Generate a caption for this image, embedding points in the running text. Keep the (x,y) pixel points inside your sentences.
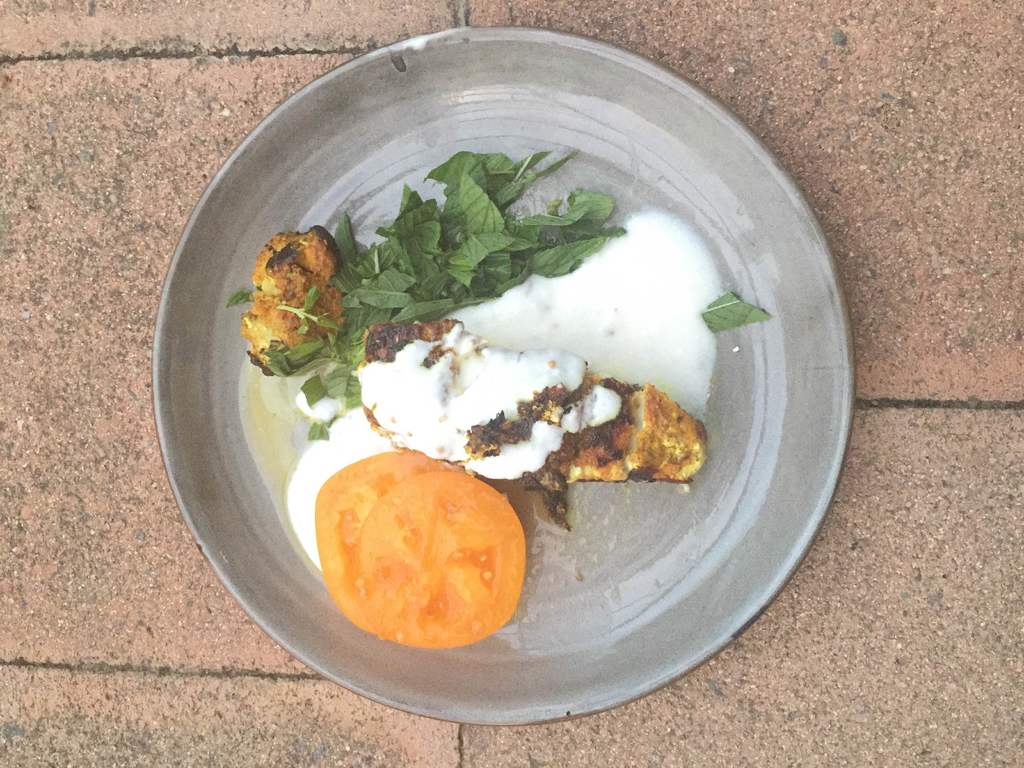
In this picture there is some food (422,338) with mint leaves (428,279) and tomato slices (357,556) in the silver plate (671,660) placed on the brown color ground (648,739).
